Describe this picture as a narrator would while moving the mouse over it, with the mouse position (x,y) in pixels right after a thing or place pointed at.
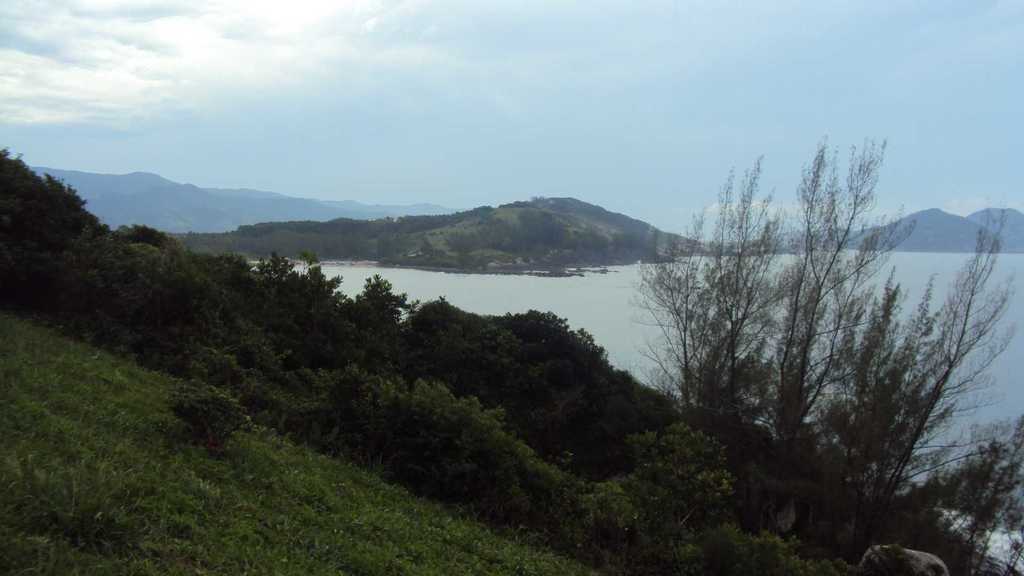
In this picture we can see some grass (231,460) on the ground (163,417). There are a few plants (473,378) from left to right. We can see a few mountains (469,218). Sky (465,122) is blue in color and cloudy.
